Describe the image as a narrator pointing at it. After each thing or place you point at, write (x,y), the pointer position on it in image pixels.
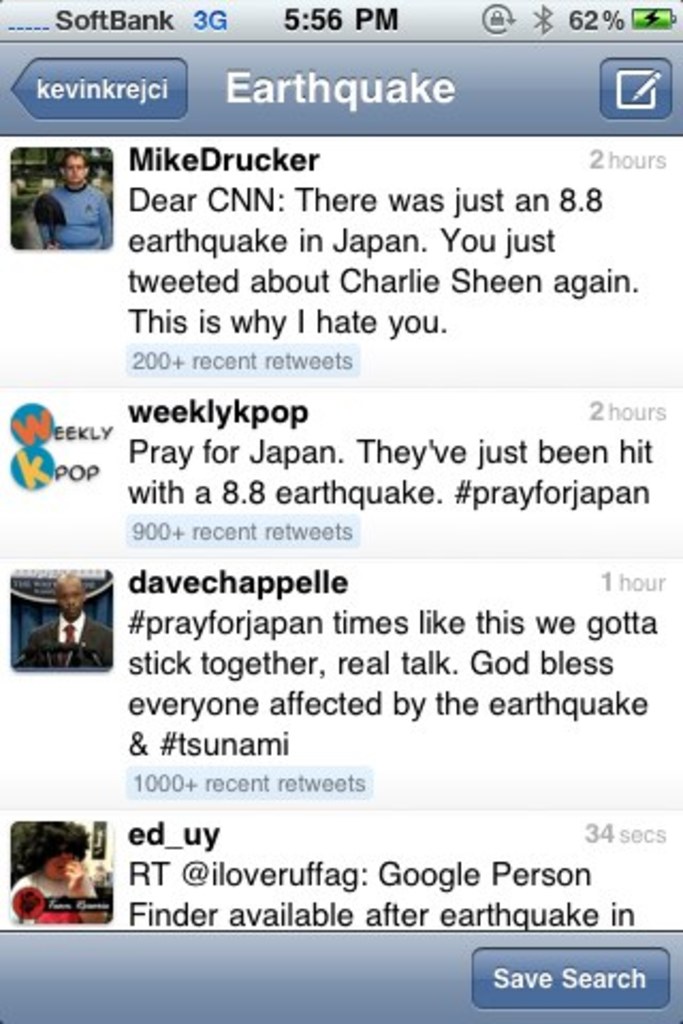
This is a screen (235,138) with images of persons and something written on that. Also there are icons (512,978).
